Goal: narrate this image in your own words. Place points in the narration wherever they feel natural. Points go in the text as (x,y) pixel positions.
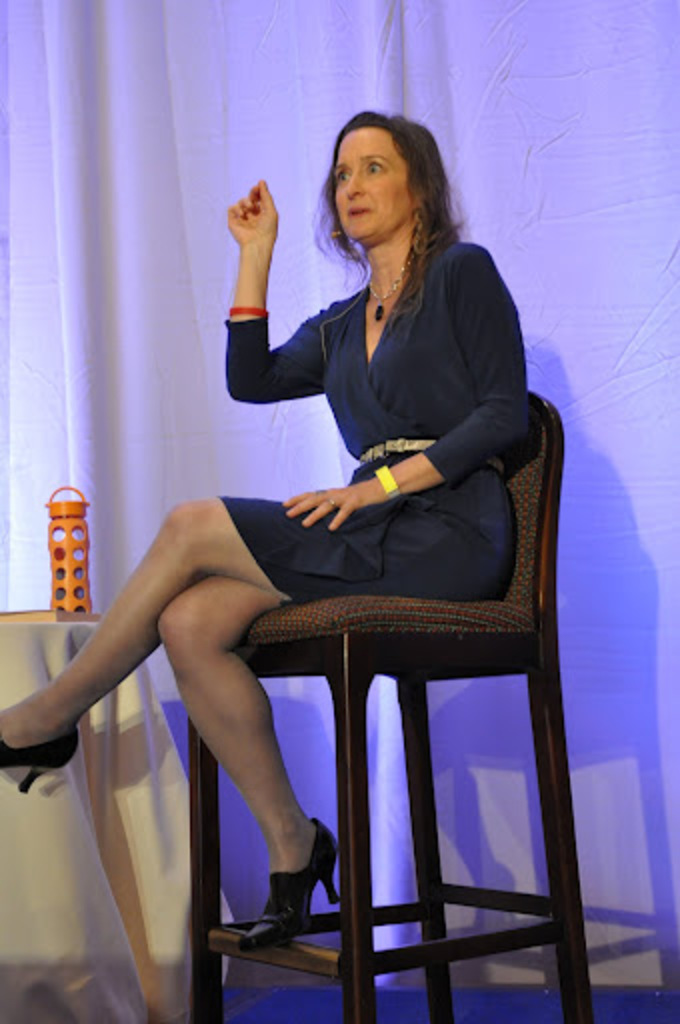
In this image we can see a lady (256,548) sitting on a chair (352,705), beside her there is a table (42,658). On the table (52,626) there is a bottle (65,580). In the background (206,103) there is a curtain (214,97).
